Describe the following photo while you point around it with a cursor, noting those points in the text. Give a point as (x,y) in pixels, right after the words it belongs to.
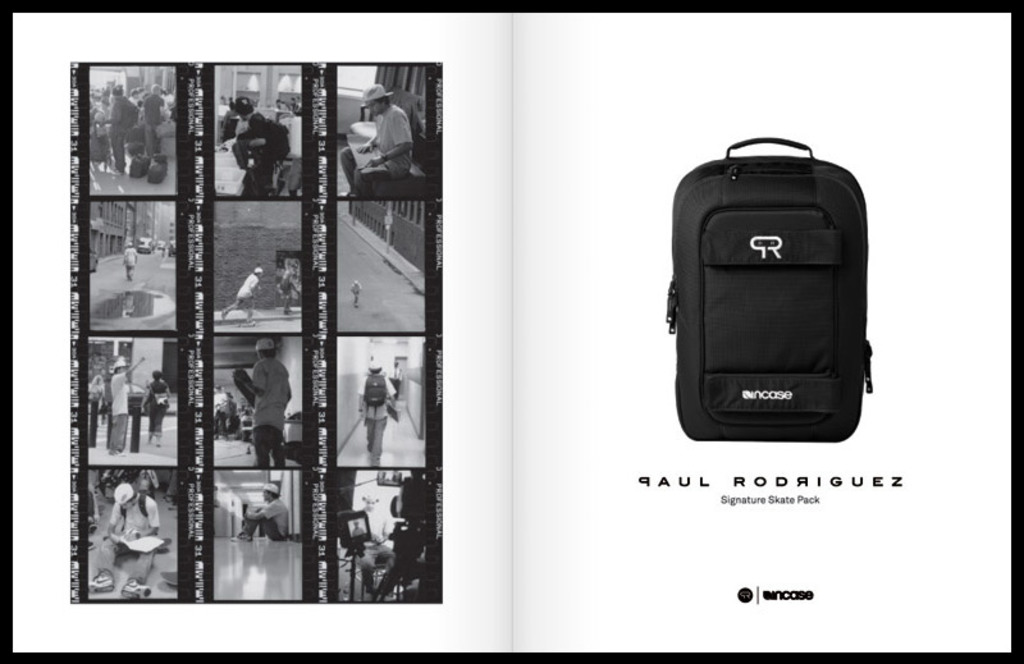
In this image, on the left side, we can see a photo collage (396,570), we can see some persons (145,554) in the photos (221,111), on the right side (732,408) we can see a black color bag (718,275).
